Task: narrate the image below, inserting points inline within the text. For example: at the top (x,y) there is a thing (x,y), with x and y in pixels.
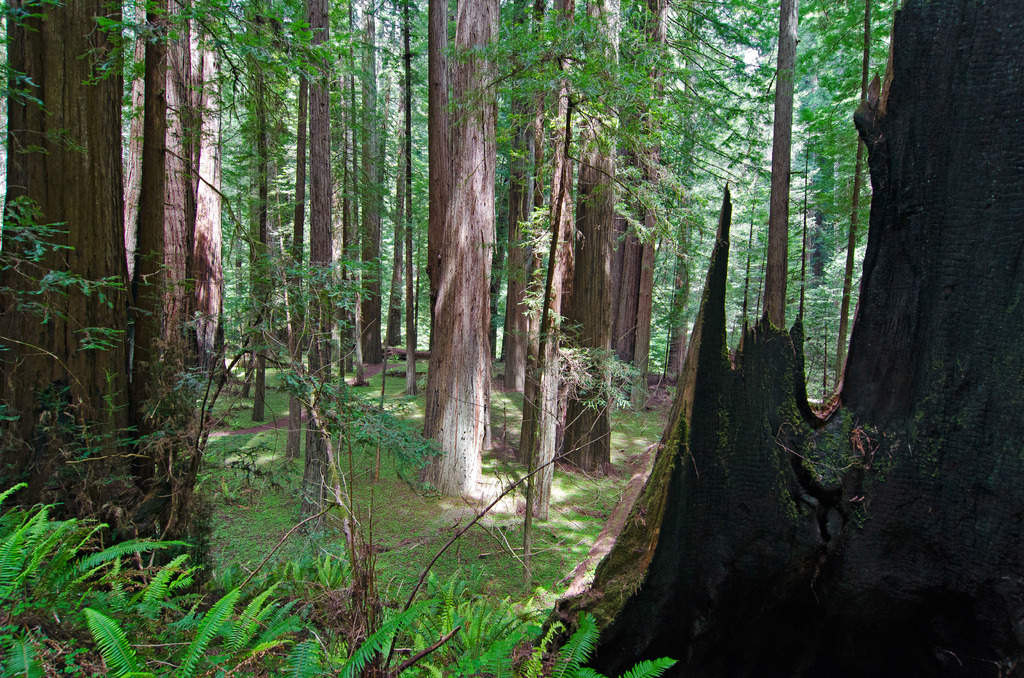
In this picture we can see trees (379,217) and grass (238,398) on the ground (284,416).
